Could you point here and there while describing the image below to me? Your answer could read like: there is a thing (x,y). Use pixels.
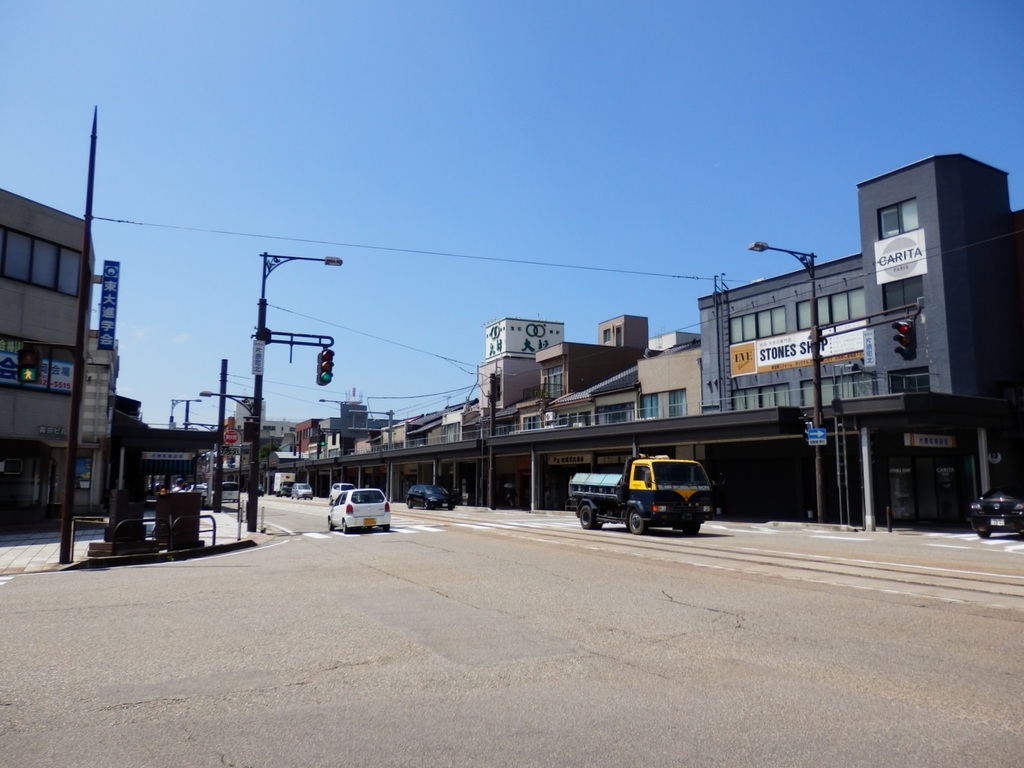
In the center of the image (502,415) there are buildings (768,441) and we can see poles (251,478). There is a traffic light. At the bottom (390,702) there is a road (317,618) and we can see vehicles (447,497) on the road (471,673). In the background (388,139) there is sky (425,136).
